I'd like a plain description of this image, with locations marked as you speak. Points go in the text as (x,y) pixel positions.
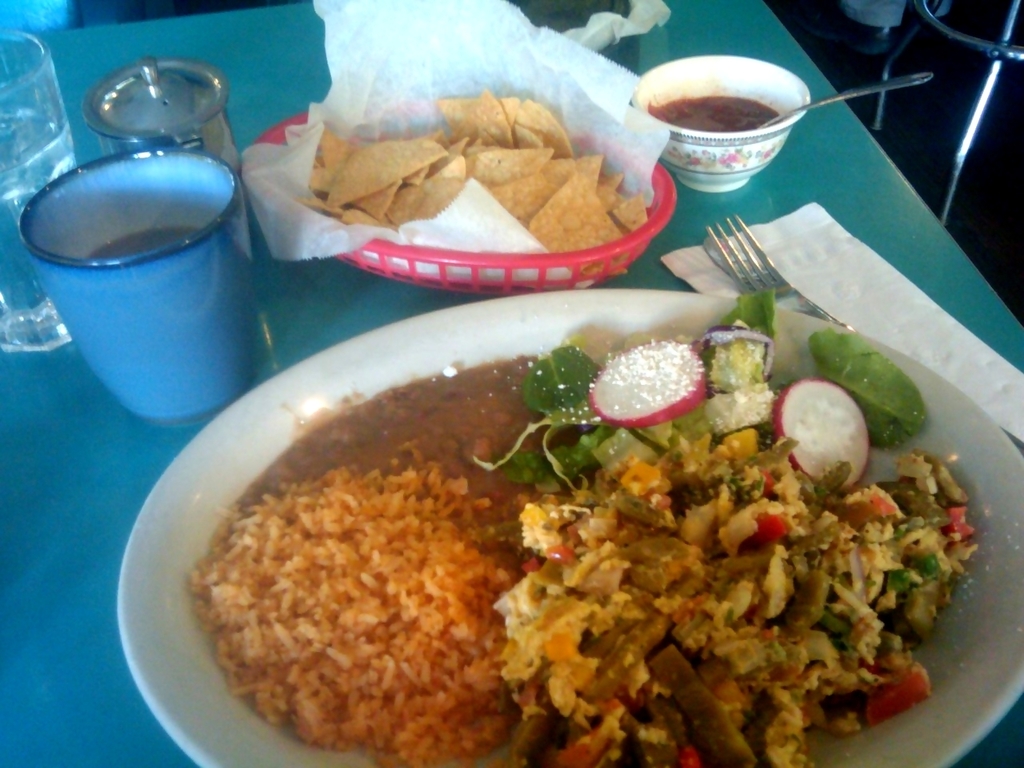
In this image, we can see a table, there is a plate (926,446) on the table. We can see some food (720,550) on the plate (780,311), there are some glasses (20,344), tissue paper (899,338) and a fork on the table (830,148).
